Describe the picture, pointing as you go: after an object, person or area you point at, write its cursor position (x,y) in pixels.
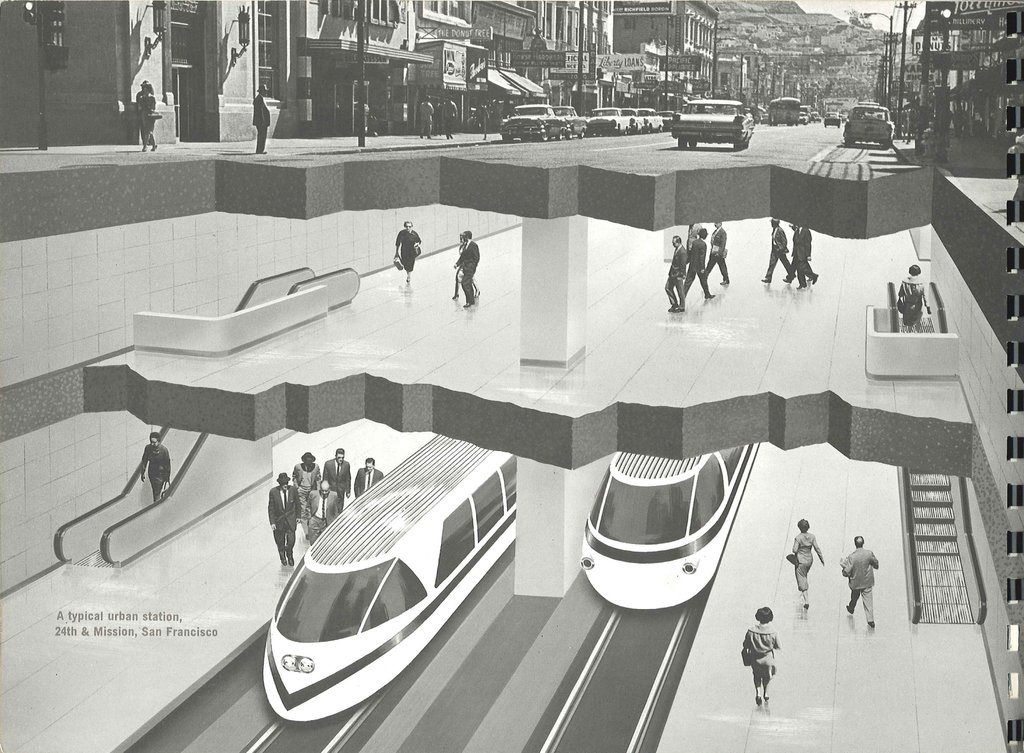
In this image we can see a train (361,509) on the railway track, here are the group of persons (334,483) standing on the platform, there is the staircase (62,560), there are cars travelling on the road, here is the pole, there are buildings (703,19), at above here is the sky (813,7), here it is in black and white.
